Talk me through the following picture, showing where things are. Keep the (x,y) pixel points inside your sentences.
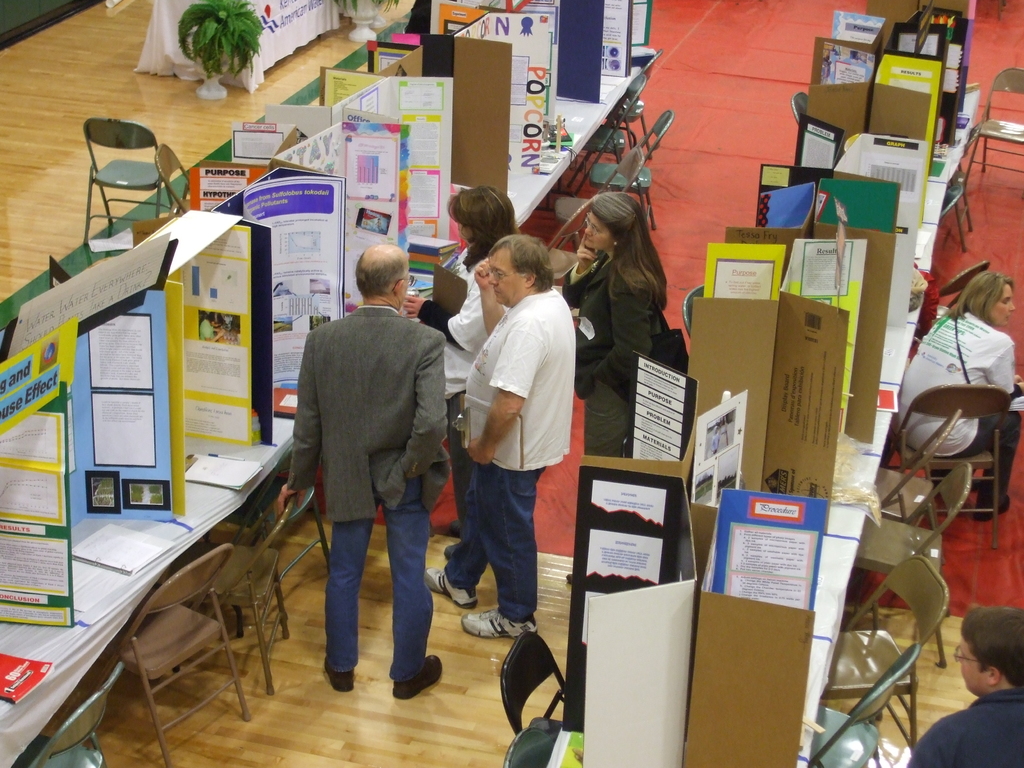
In this image we can see charts (48,502), cardboard (753,363) and posters (427,138) on the tables (10,625). In the middle of the image (476,318), we can see two men (493,318) and two women (599,255) are standing on the floor (377,718). There is a man (964,640) in the right bottom of the image (986,719) and one woman (992,342) is sitting on a chair (947,401) on the right side of the image (979,430). Beside the tables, we can see the chairs (132,127). At the top of the image (191,40), we can see two potted plants (246,23) and a table (287,12).
